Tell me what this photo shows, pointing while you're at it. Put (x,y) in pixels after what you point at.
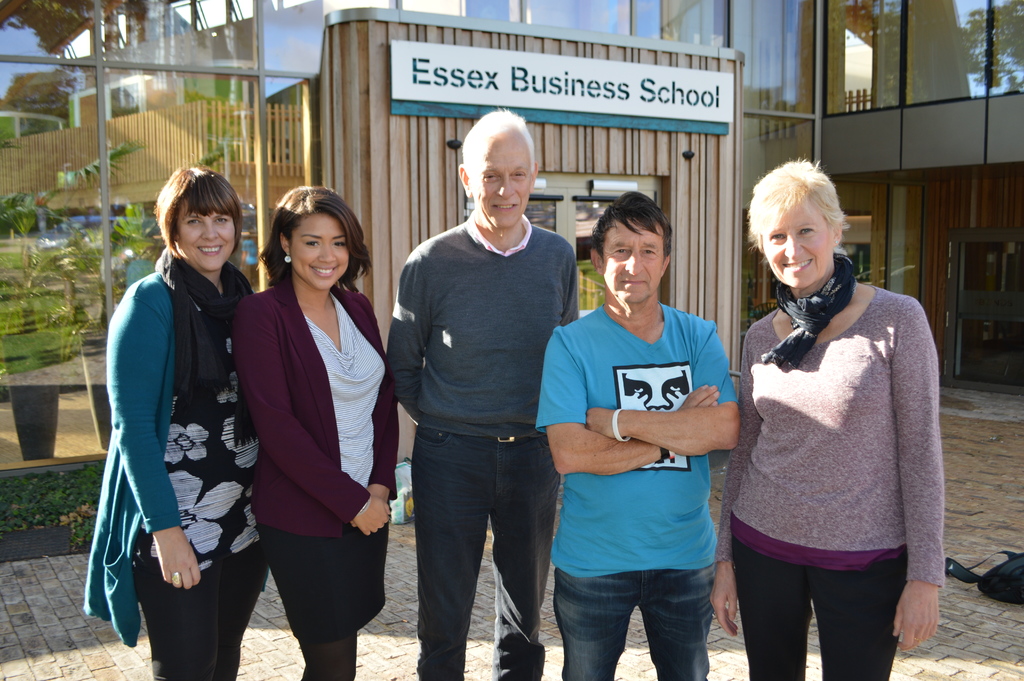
In the picture we can see three women (148,408) and two men (502,667) are standing together and smiling and behind them, we can see the part of the building wall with glass door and on the top of it, we can see the board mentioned with a name Essex business school and beside it we can see the glass walls (146,263).
